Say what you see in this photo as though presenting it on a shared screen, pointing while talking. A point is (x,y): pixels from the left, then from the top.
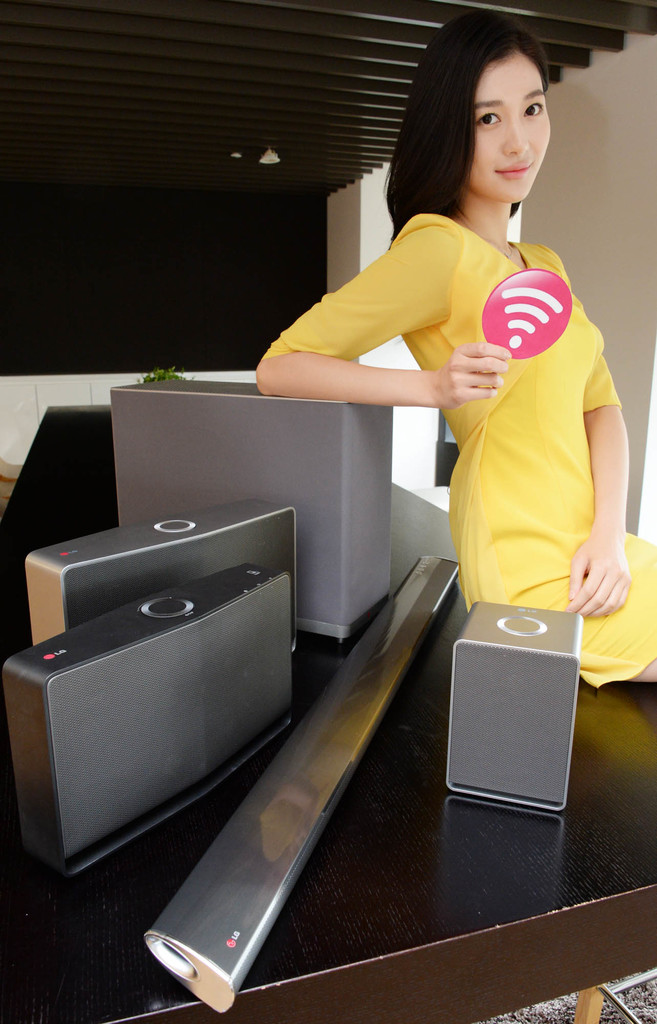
In the center (436,654) there is a table (457,831), on table (480,843) we can see speakers (187,742), sound box (242,491) and one lady (554,501) sitting on the table (608,711). And she is smiling, in the background (588,198) we can see wall (595,237) and pillar (343,206).
